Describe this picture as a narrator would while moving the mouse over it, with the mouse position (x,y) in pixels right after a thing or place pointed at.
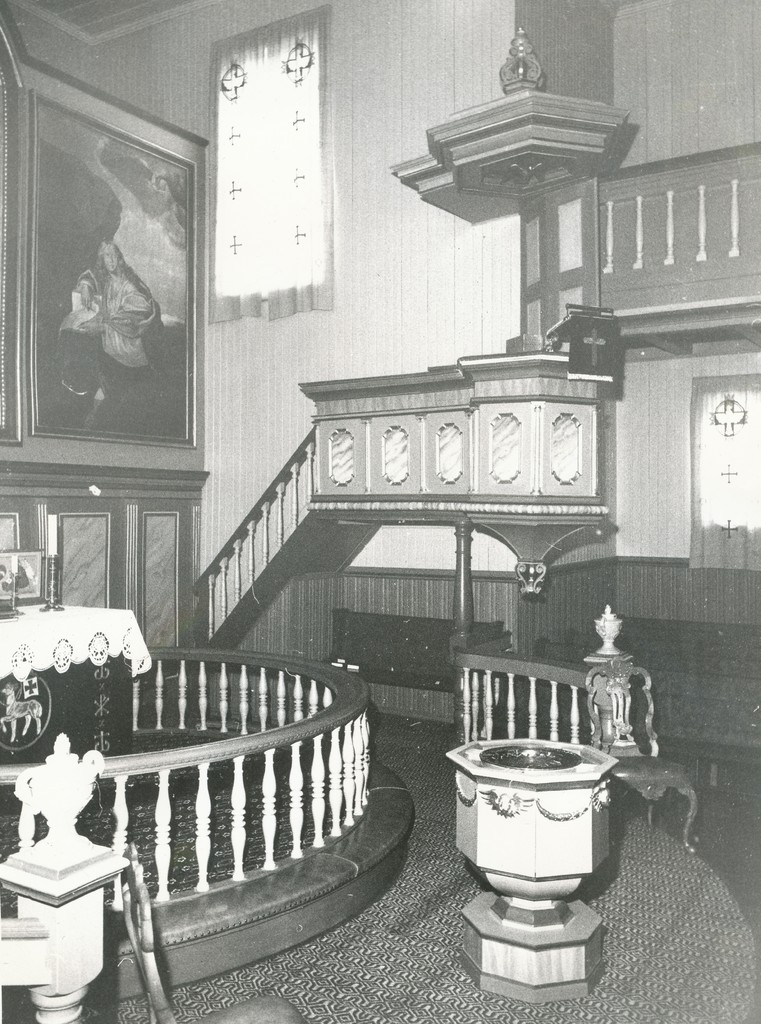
This is a black and white image, which consists of staircase (284,479), railings (164,899), paintings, tables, chairs (654,774) and a few other objects (293,898).
